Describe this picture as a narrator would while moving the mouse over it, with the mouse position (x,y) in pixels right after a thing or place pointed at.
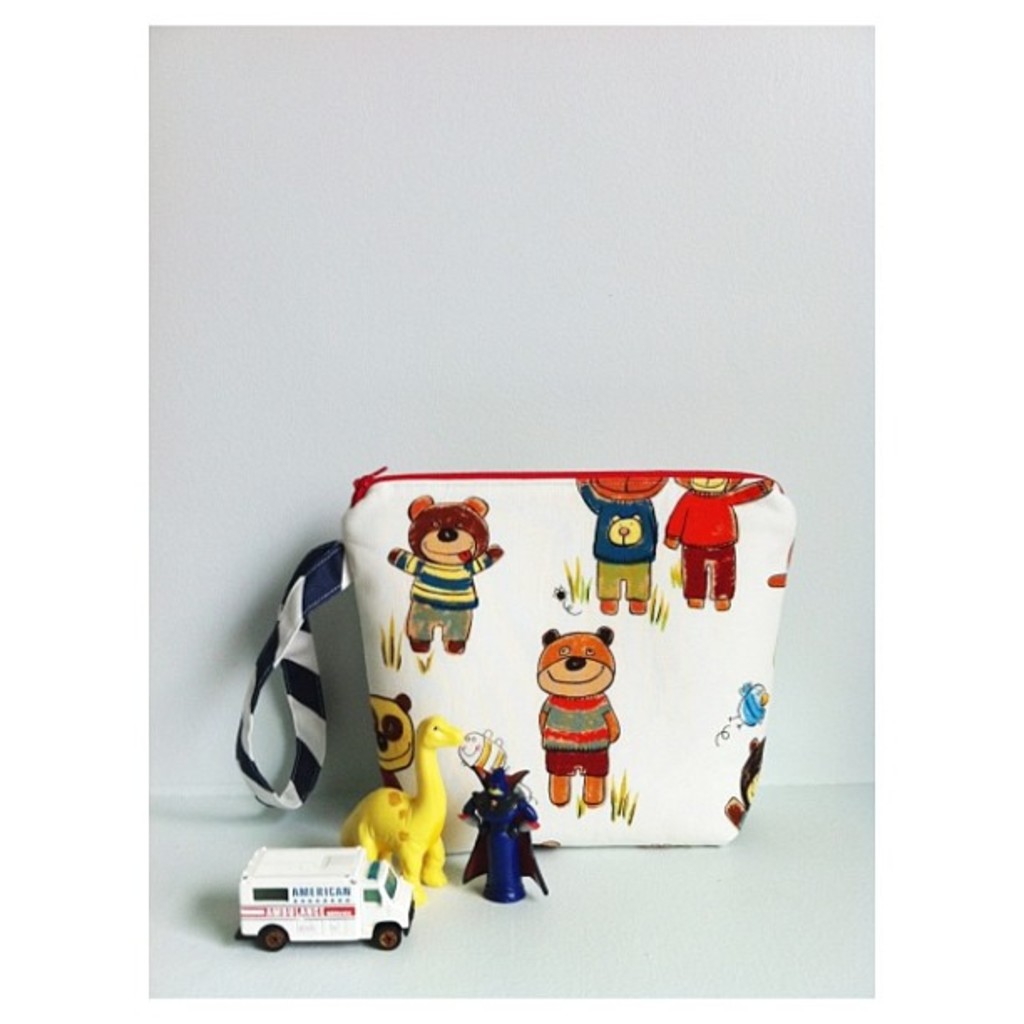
At the bottom of the image (321,920) on the surface (336,821) there are toys (499,771) and also there is a bag (693,645) with images (441,591) on it. And there is a white background (437,388).
